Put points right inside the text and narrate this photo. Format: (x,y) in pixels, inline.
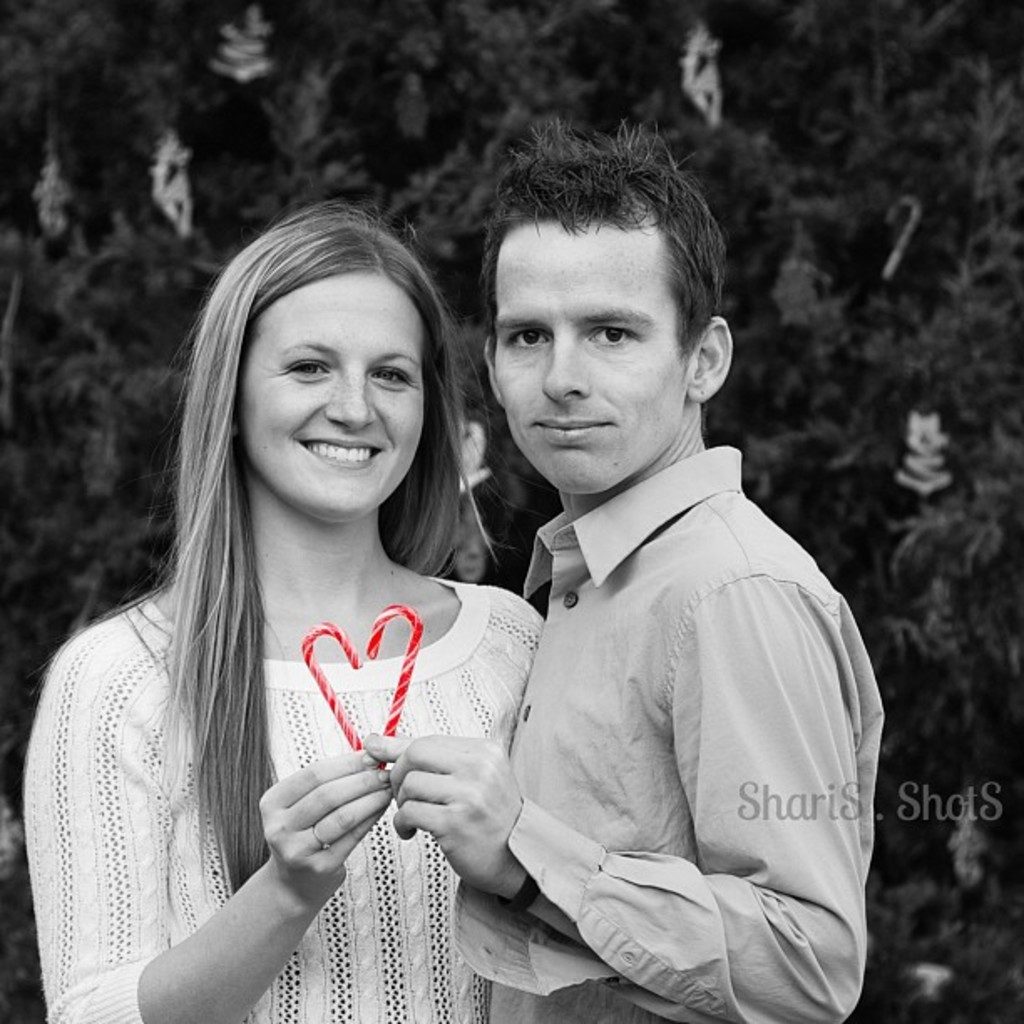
This image is taken outdoors. In the background (910,861) there is a Christmas tree (158,235). In the middle of the image (638,626) there is a man (578,560) and a woman (322,506) and they are holding two candy canes (394,707) in their hands (397,782).
